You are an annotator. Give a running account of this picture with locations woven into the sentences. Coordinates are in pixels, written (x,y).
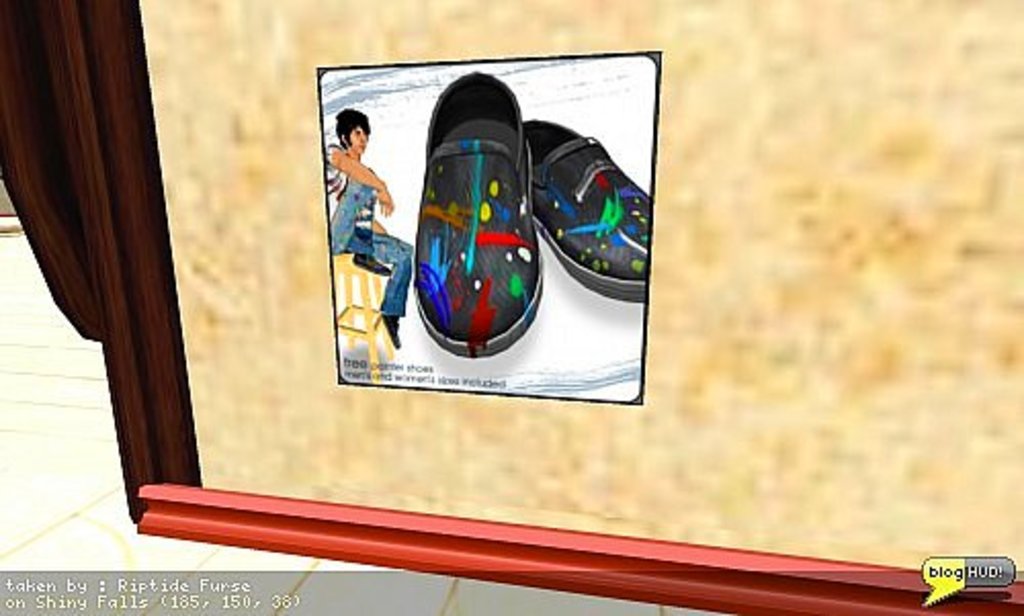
This is an animated picture. Here we can see shoes (605,276) and a person (390,253) sitting on the chair (371,367).
